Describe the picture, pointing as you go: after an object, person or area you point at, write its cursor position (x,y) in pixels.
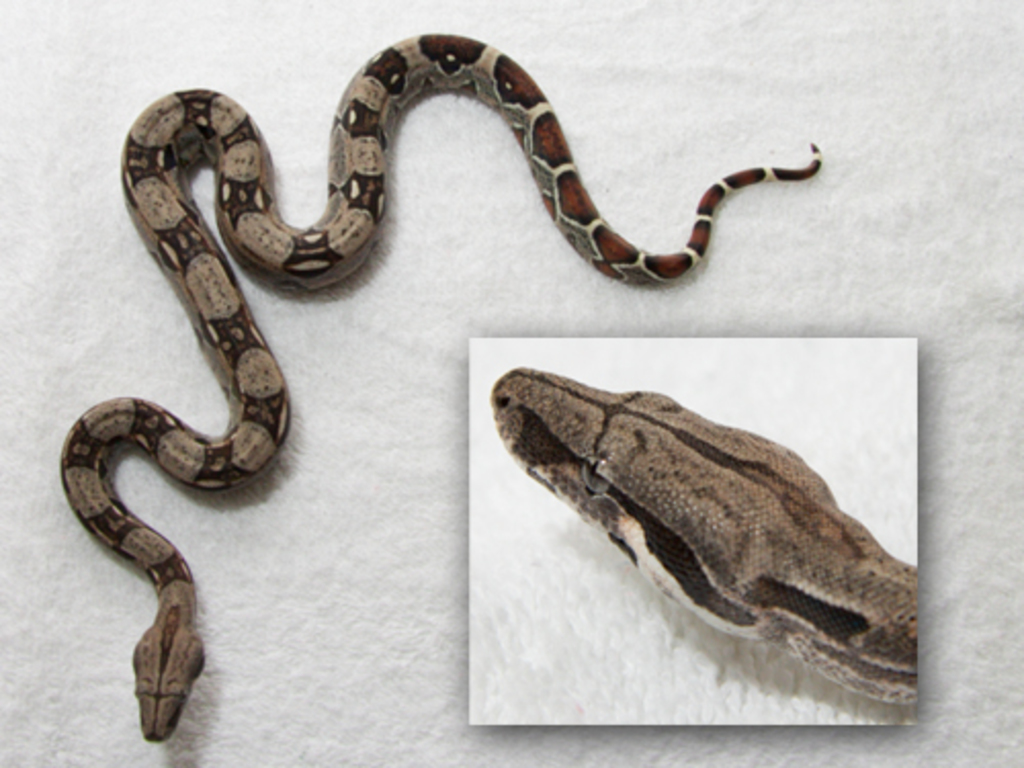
In this picture I can see there is a collage of images and there is a snake (699,571), it has brown scales (702,494) and there is another image (701,557) with head (719,466) of the snake (702,586). It is placed on the white surface (754,405).
